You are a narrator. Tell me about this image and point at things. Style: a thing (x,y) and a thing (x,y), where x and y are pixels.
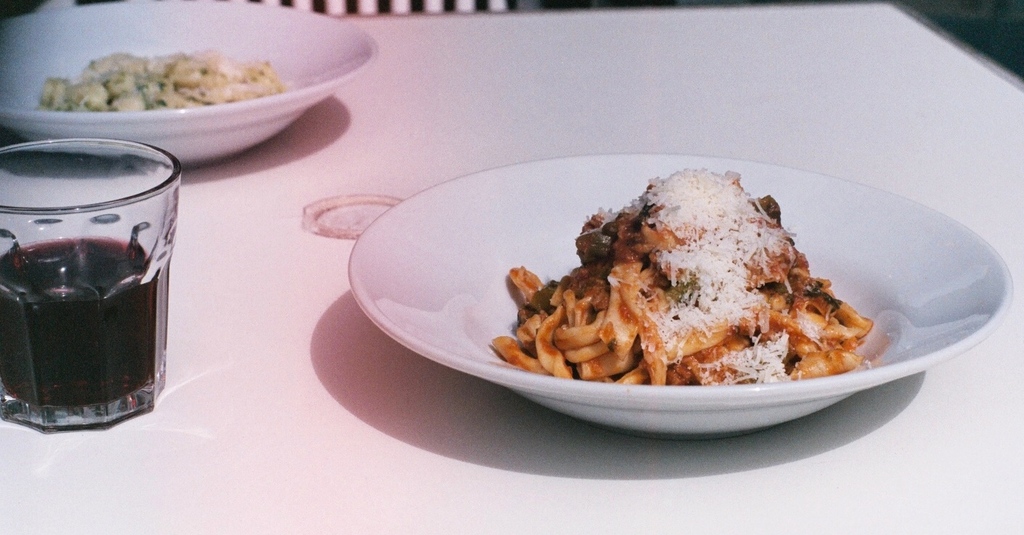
In this picture there is food (807,328) in the white plate (907,255). Beside there is a wine glass (80,392), which is placed on the white color table top (690,450).
